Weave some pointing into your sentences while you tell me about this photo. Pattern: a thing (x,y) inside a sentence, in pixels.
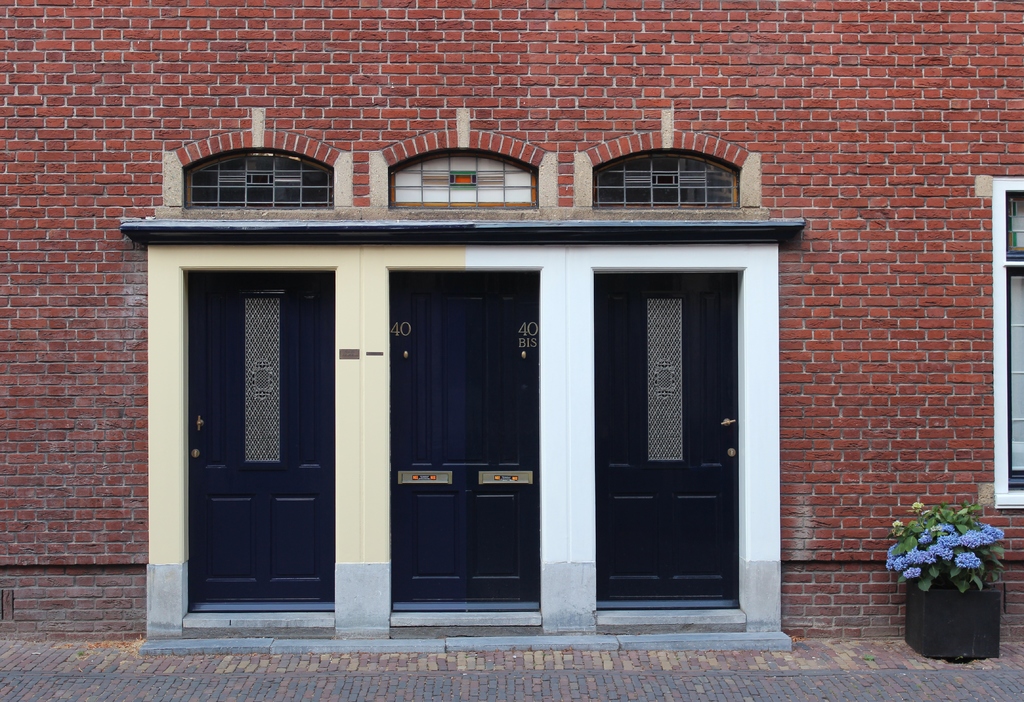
There are doors (395,277) in the center of the image (612,457) and there are windows (489,183) at the top side (624,181). There are flowers (920,542) to a plant (952,549) and a window (1009,290) on the right side (911,556).
